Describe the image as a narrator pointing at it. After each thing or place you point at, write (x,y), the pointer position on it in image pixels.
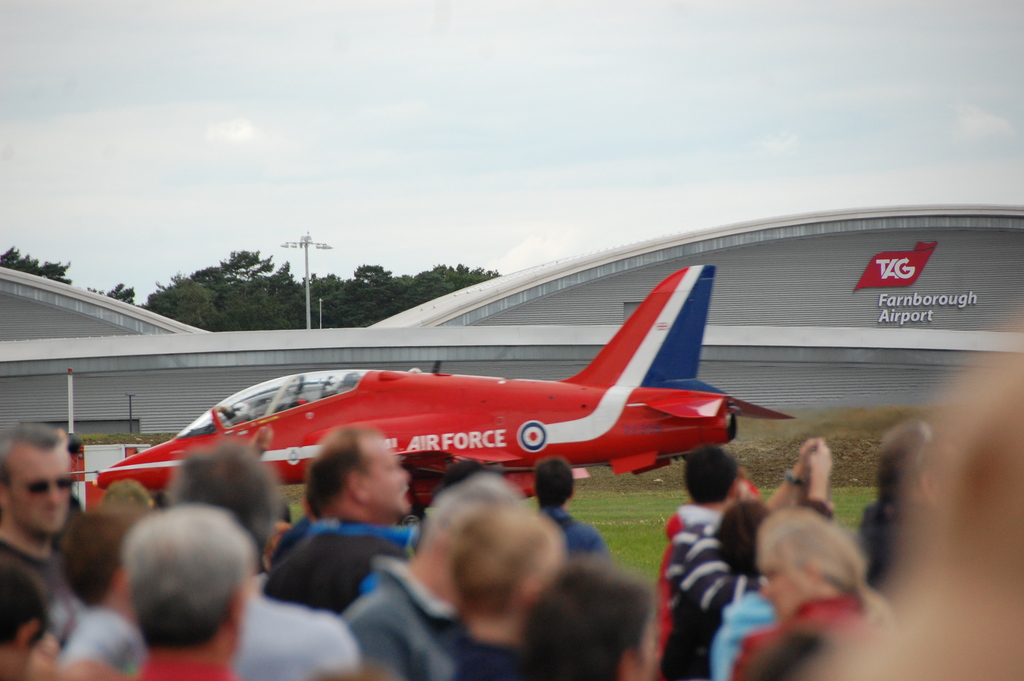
In this image I can see there is an airplane (424,406). And there are persons (581,545) standing. And there is a grass (664,502). And at the side there is a ground (854,437) and building (156,337). And at the back (305,281) there are trees (225,271) and light pole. And at the top (518,113) there is a sky (656,149).
